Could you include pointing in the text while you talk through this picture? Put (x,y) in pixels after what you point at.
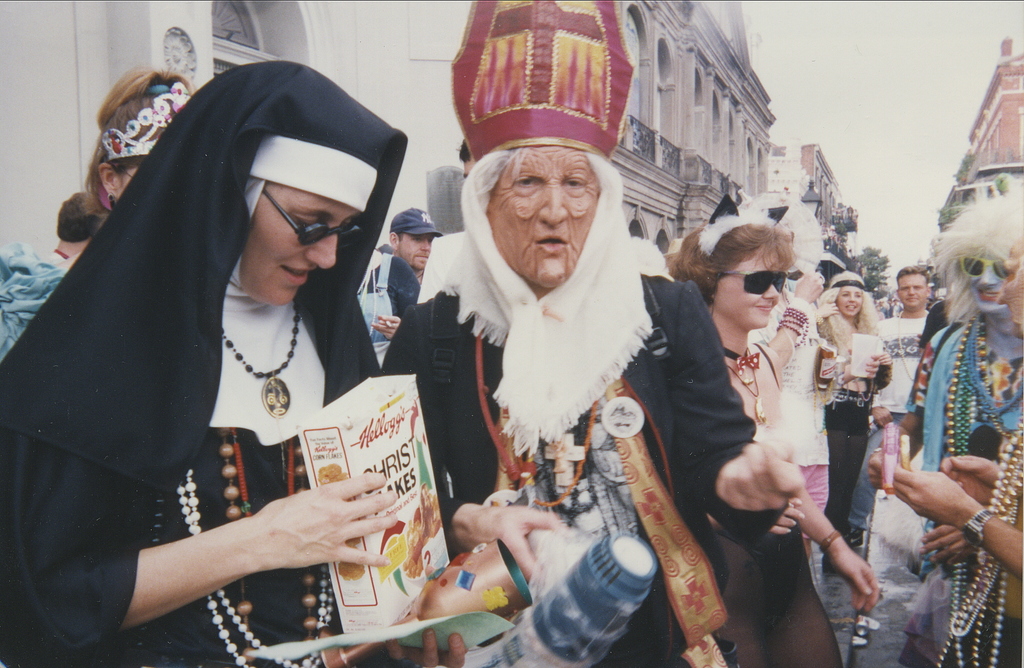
In this image I see number of people (326,101) who are on the path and I see this woman (105,408) is holding a box (426,462), a glass (512,564) and a paper (477,617) and this woman (524,476) is holding a cover (583,664) in her hands (525,530). In the background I see few people (761,300) are smiling and I see buildings (649,42) and the sky (858,114).
